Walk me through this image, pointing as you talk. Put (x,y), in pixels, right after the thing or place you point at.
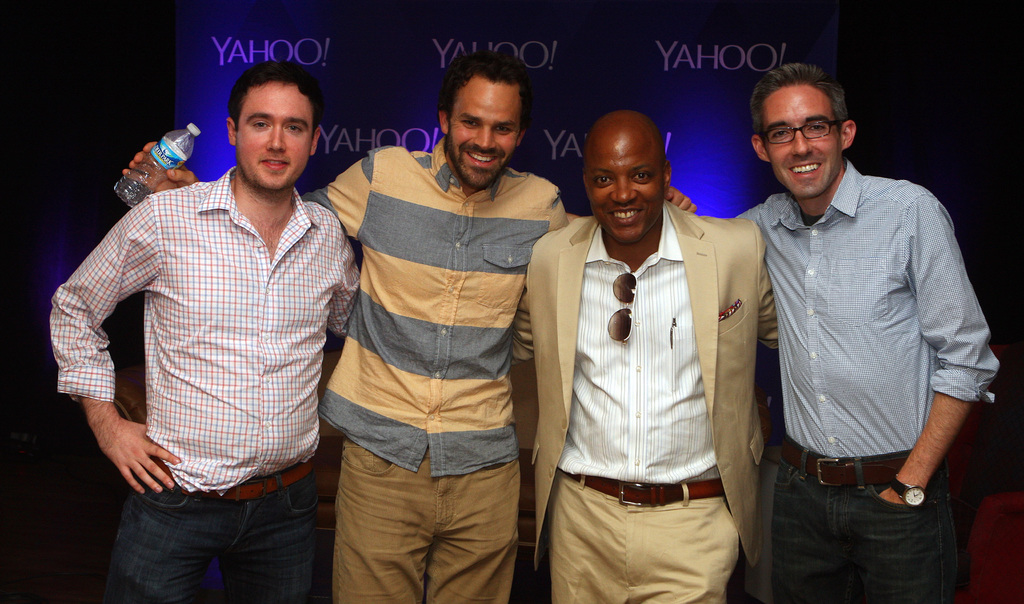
In this image, we can see people (390,352) standing and one of them is holding an object (173,162) and some are wearing glasses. In the background (592,83), there is a screen (718,40).
